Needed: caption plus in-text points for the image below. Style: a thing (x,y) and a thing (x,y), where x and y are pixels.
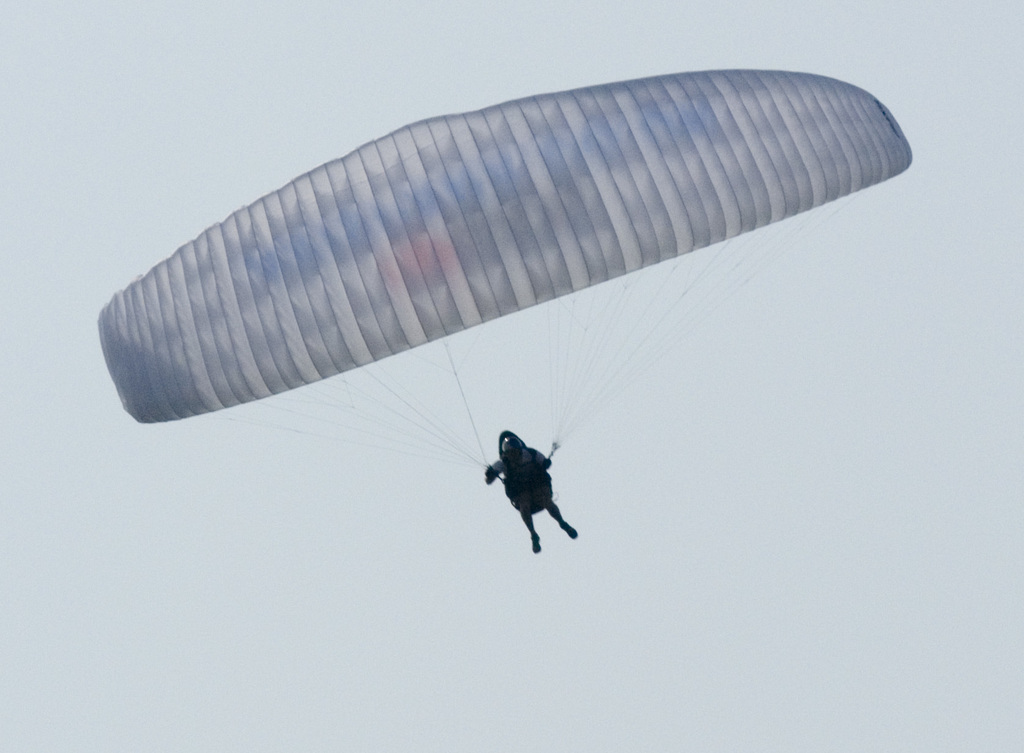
In this image we can see a person (557,520) paragliding. We can also see the sky (437,595) which looks cloudy.
